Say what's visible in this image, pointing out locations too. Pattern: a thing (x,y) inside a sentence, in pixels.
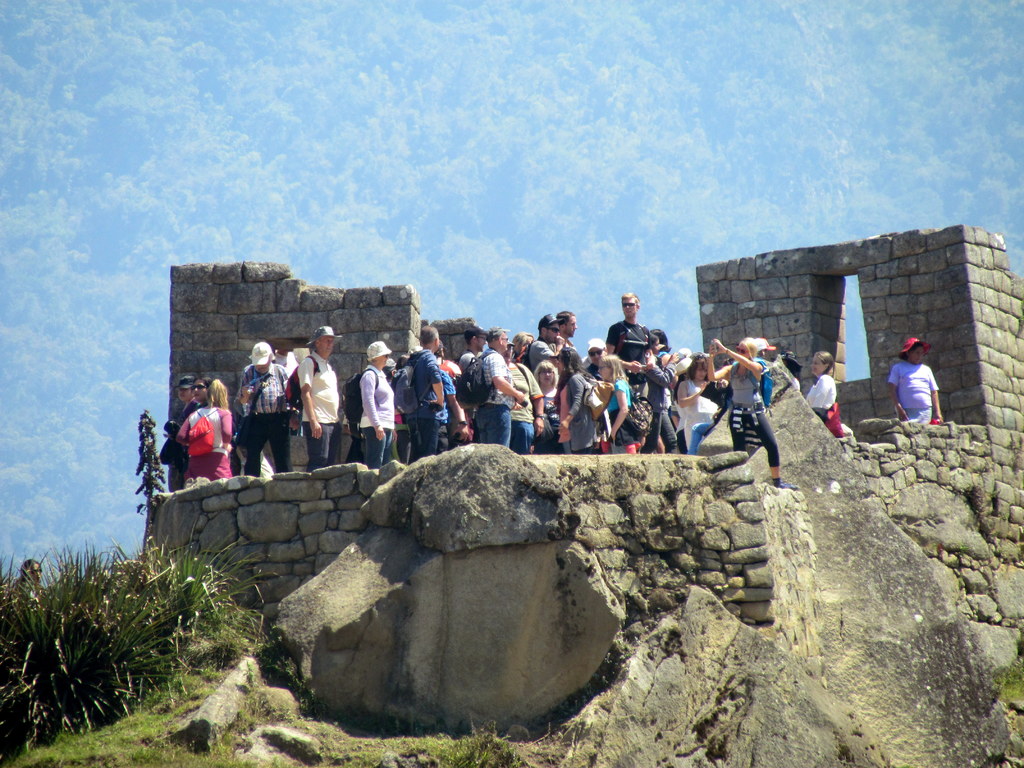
In this picture there is an outcrop (499,507) in the center of the image (477,333), on which there are group of people (320,408) and there are plants (216,622) in the bottom left side of the image (140,639).
